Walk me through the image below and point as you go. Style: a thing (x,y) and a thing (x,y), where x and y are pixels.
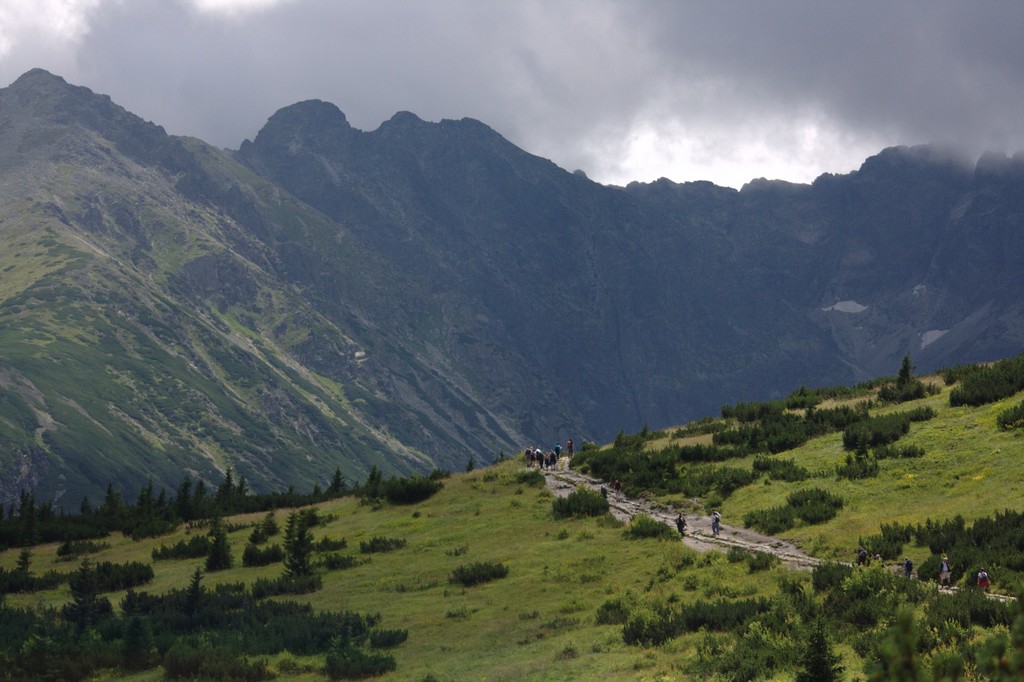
There is a hill (516,599) with trees (264,614) and grass (488,554). There is a road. On the road (697,521) there are few people (543,456). In the back (616,249) there are hills (533,202) and sky (534,104) with clouds (431,87).
